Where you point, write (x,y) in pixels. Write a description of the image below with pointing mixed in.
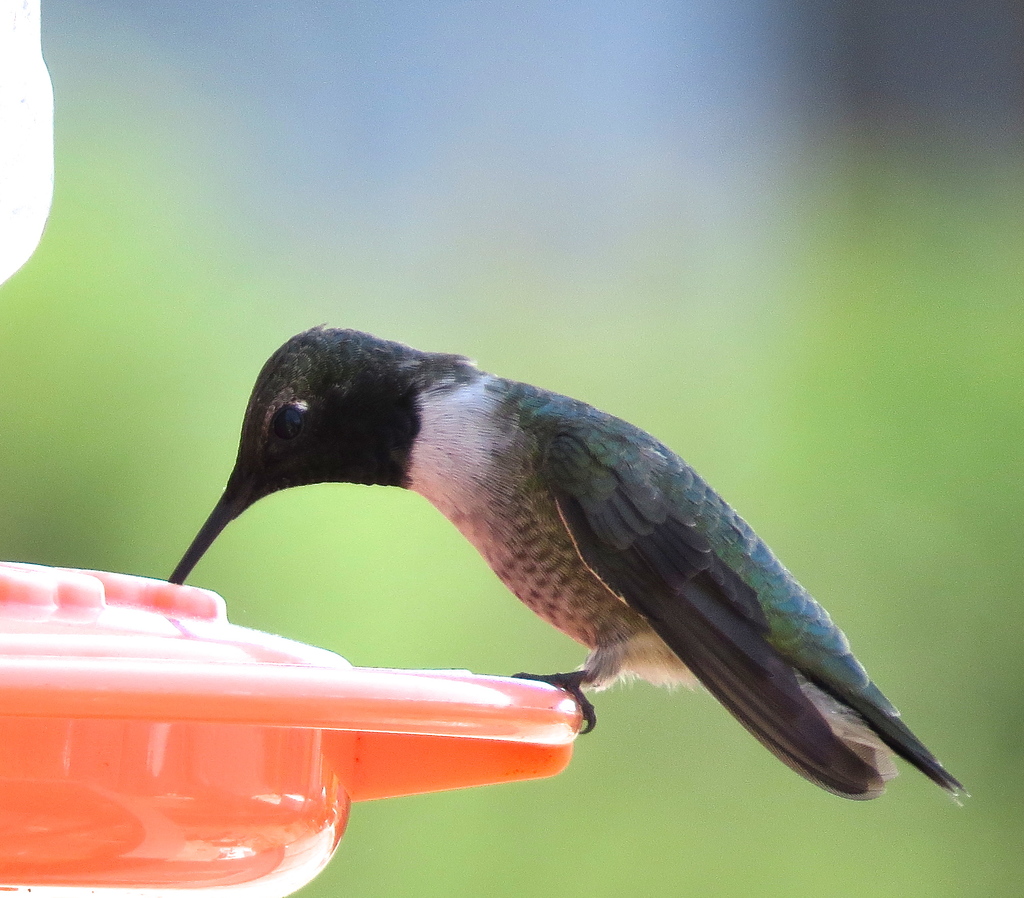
In this picture we can see a bird (386,371) on an orange object (245,671). Background (369,820) is blurry.
